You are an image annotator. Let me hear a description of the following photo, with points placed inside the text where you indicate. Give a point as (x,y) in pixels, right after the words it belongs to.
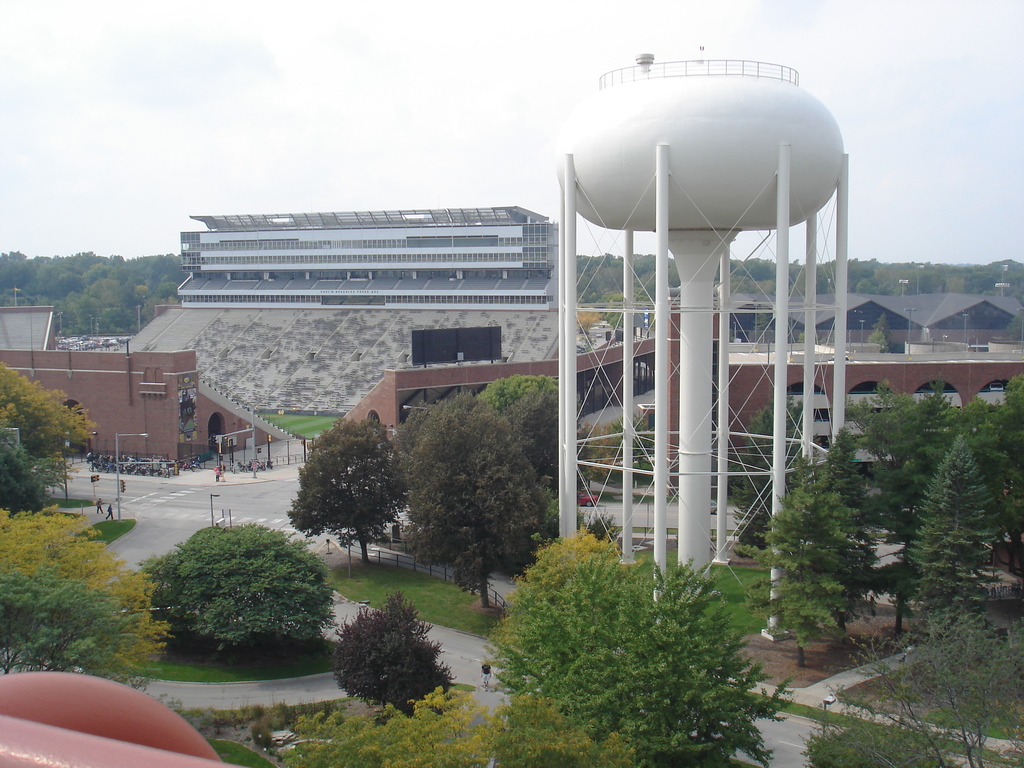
In the image in the center (647,429), we can see the sky (68,171), clouds (90,173), trees (20,270), buildings (538,216), pillars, plants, few people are standing etc.
